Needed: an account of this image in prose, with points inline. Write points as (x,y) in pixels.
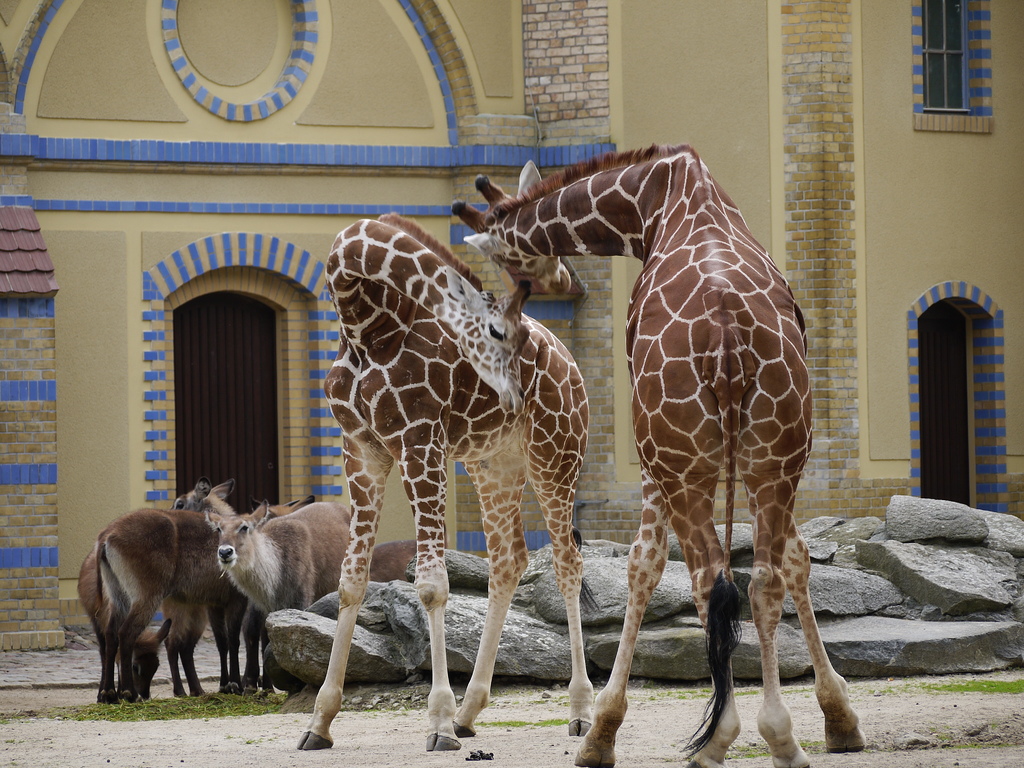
In this image we can see the giraffes (537,387). And we can see the other animals (258,551). And in the background (164,211), we can see the building (243,143) with arches (260,253) and windows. And we can see the grass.
